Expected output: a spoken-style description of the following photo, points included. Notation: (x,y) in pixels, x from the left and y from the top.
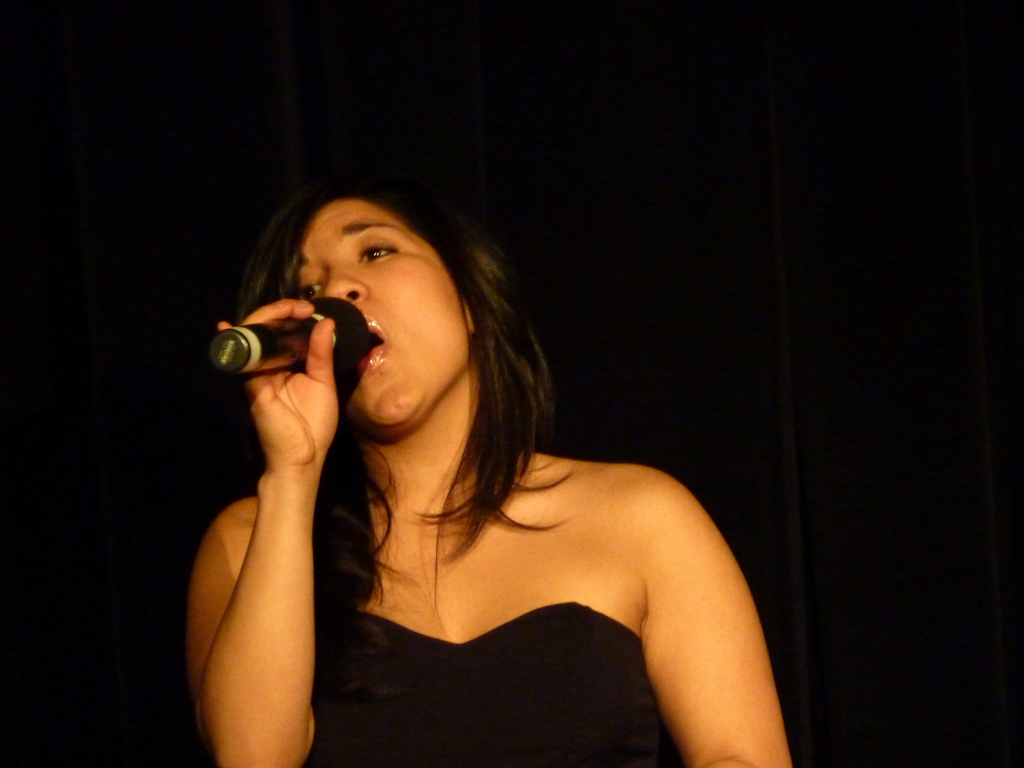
in this image one woman (215,577) she is singing the song in front of mike (295,333) and the mouth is opened background (81,48) is very dark and she is wearing the black dress (567,707).
